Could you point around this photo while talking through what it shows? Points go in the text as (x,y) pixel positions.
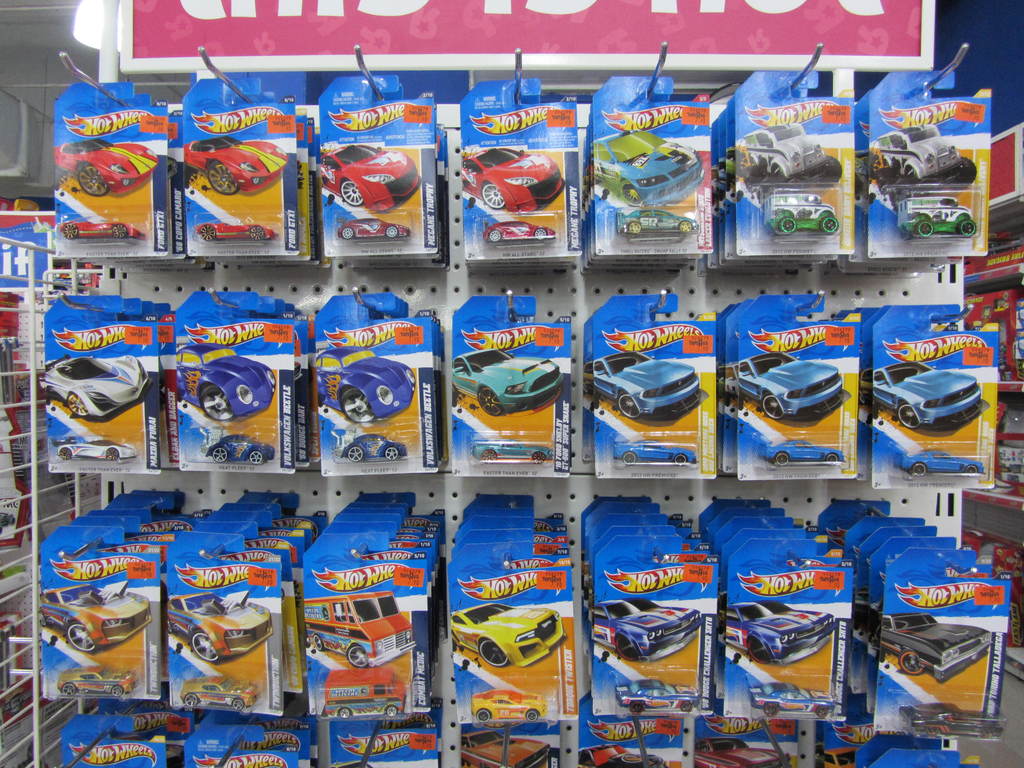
In the center of the image (524,315) we can see toys (260,404) placed in a shelves (301,268).
